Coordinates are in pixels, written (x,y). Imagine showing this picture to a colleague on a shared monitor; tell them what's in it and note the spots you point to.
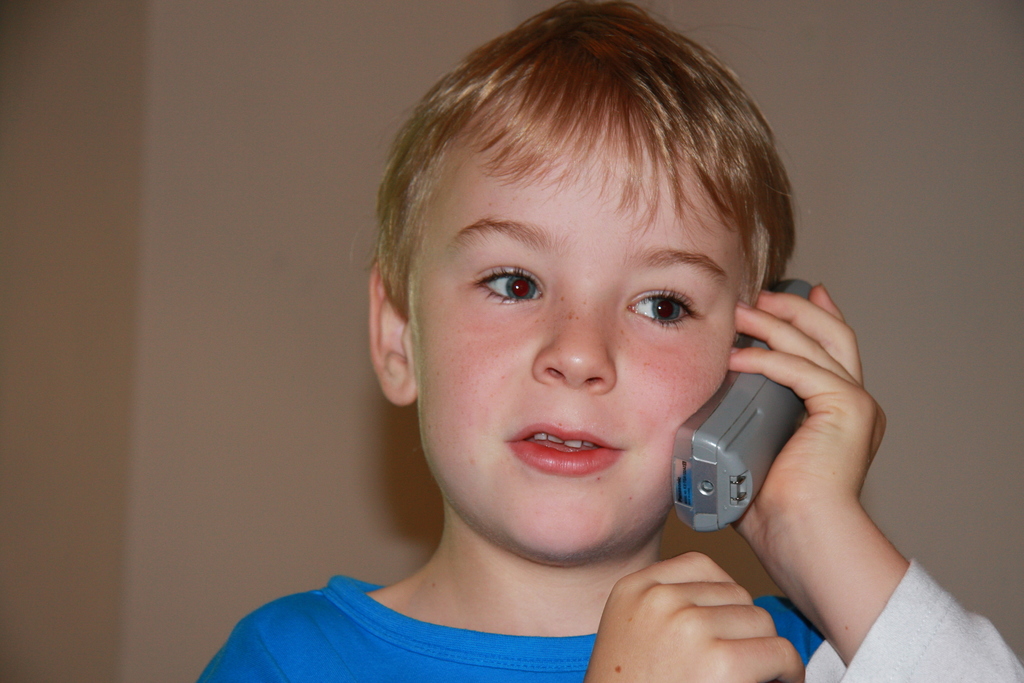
In this image we can see a boy (650,560) holding an object (712,499) which looks like a mobile phone (695,494) and in the background (191,248) we can see the wall (938,529).
